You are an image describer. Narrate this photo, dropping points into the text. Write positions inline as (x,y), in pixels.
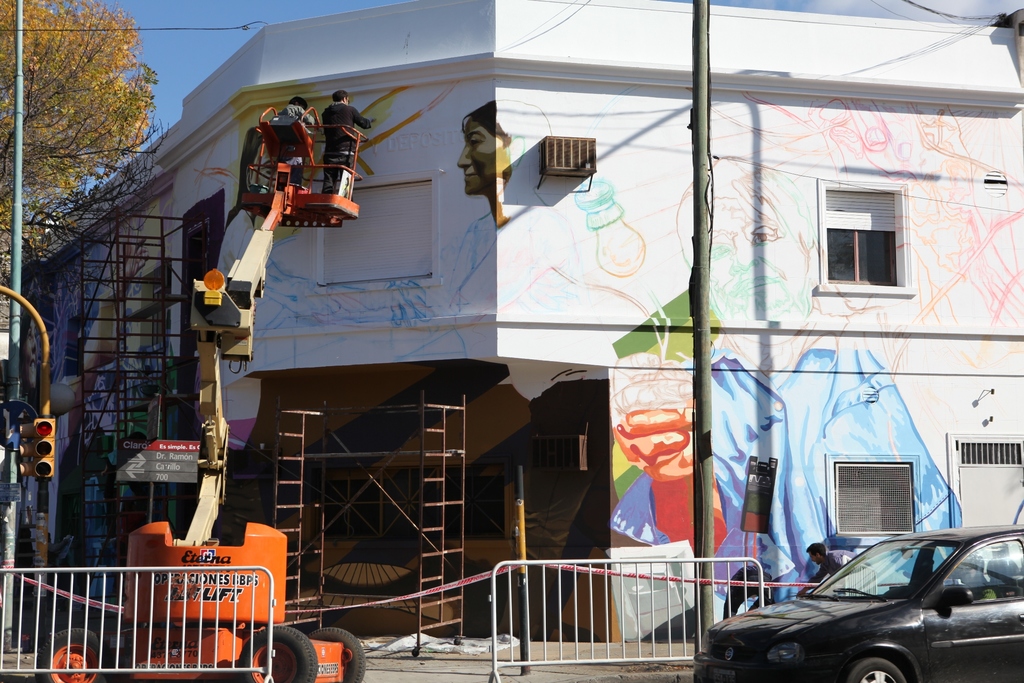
In this image we can see the building (960,53). Here we can see two people (334,111) in the lifting machine cabin (288,205) and they are painting on the wall (409,91) of the building (428,100). Here we can see a car (880,571) on the bottom right side (880,588). Here we can see the glass window (828,280) on the right side (850,267). Here we can see a pole (708,314) and a metal fence (176,639) on the side of the road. Here we can see the traffic signal pole (38,534) on the left side (45,389). Here we can see a tree (88,70) on the top left side (79,138).
